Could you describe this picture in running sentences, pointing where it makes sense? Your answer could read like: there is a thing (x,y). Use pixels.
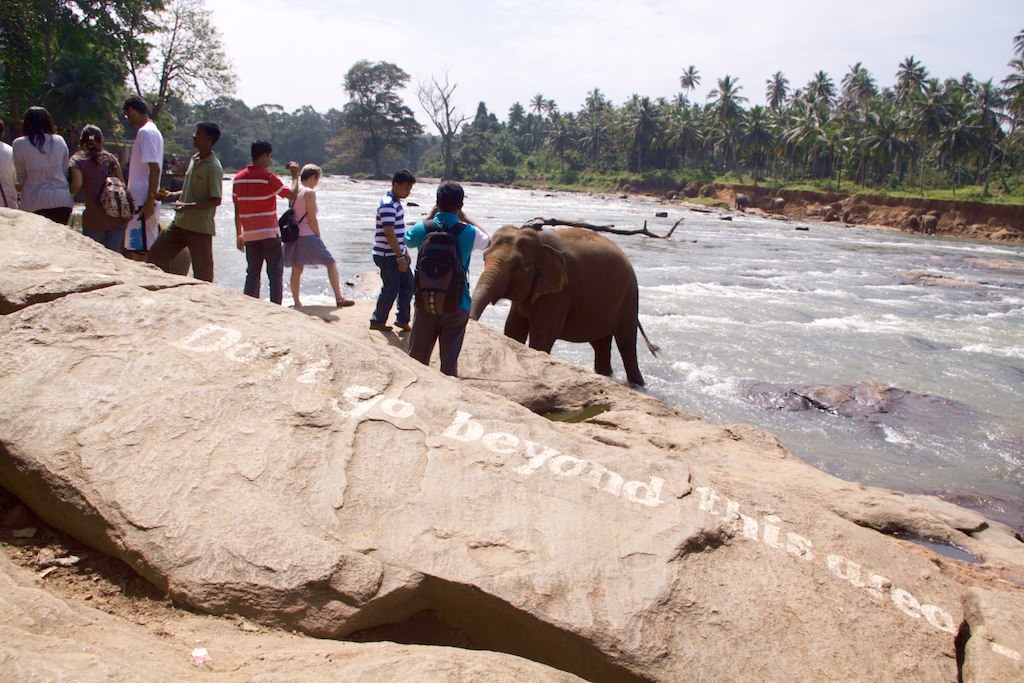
This picture is clicked outside the city. In the foreground (558,548) we can see the rock (552,405) and the text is written on the rocks (379,490). In the center (412,245) we can see the group of people (207,210) standing on the rock (413,375) and there is an elephant (583,275). In the background (692,215) there is a sky (648,9), trees (817,145) and a water body (698,236).
